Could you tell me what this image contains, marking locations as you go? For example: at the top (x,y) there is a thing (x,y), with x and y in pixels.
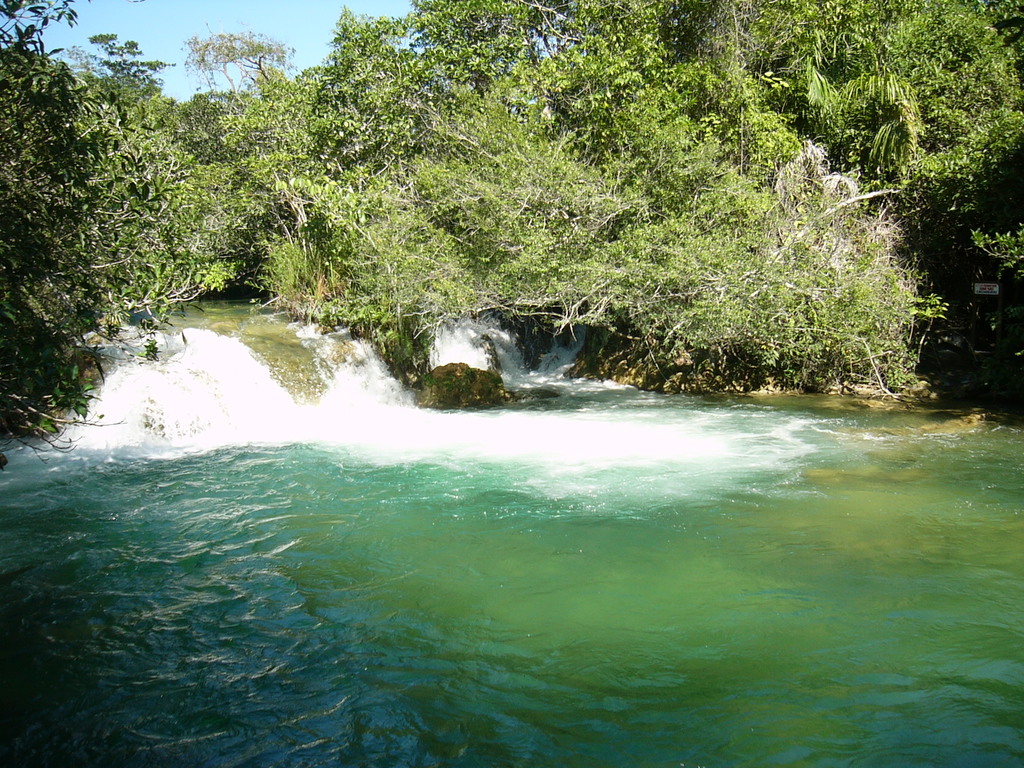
This picture shows many trees (488,169) and we see water (232,501) and a blue sky (173,17).
